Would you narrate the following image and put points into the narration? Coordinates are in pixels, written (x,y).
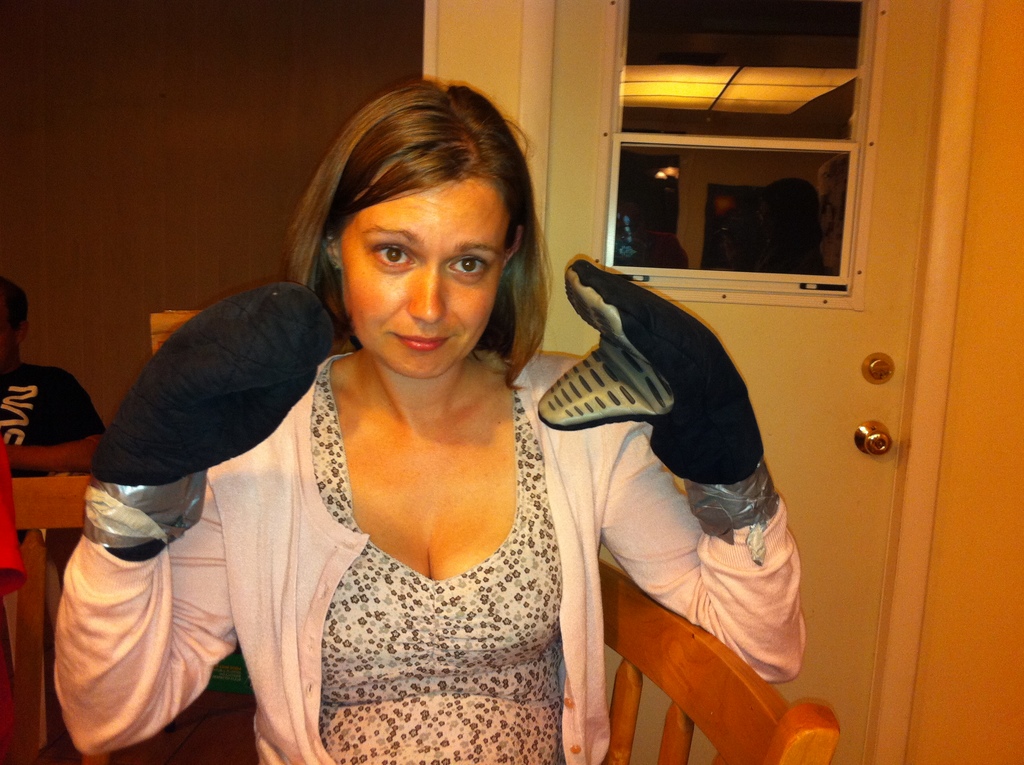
In this picture, we see a woman (419,382) who is wearing the pink jacket (278,478) and the gloves (253,354) is sitting on the chair (649,652). She might be posing for the photo. Behind her, we see a man (69,438) is sitting on the chair (25,555). On the right side (716,326), we see a white door (716,299). In the background (298,132), we see a wall (120,164) which is brown in color.
